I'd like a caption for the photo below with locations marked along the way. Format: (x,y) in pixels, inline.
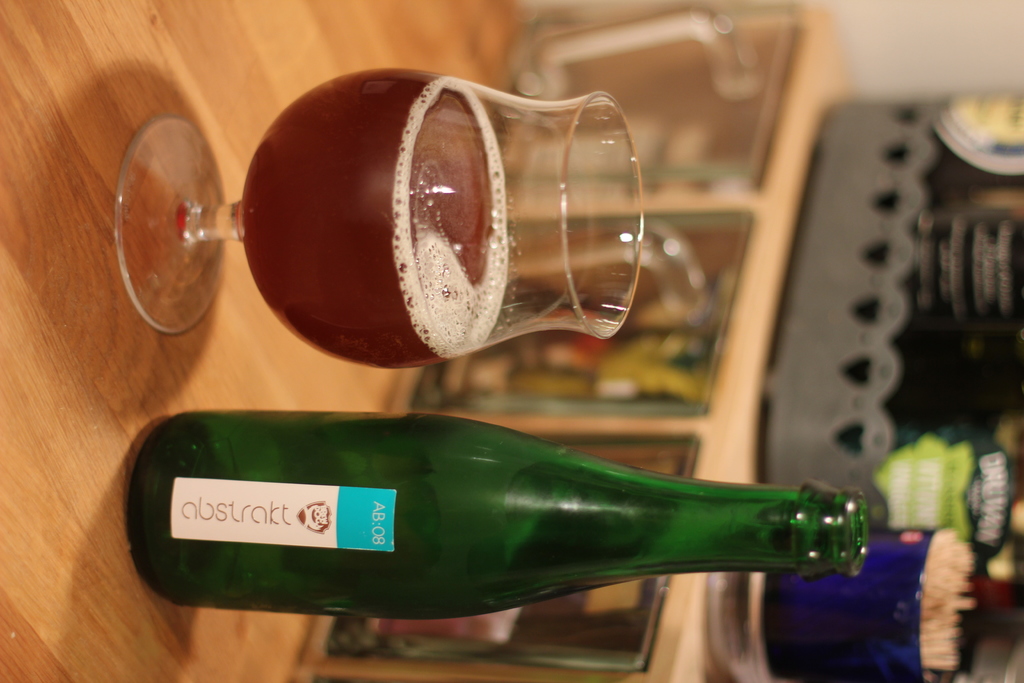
In this picture we can see a bottle (420,596) in green colour and a glass (343,270) in which there is liquid (351,206) on the table (117,186).
